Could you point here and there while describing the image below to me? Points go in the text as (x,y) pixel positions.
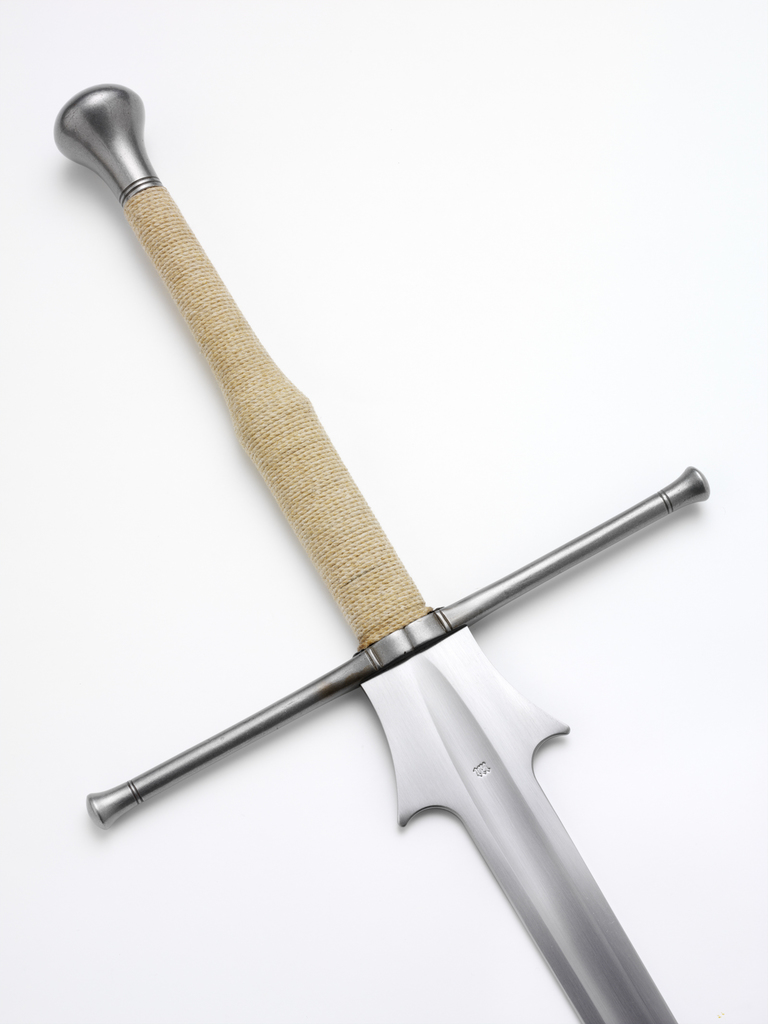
In this image we can see a sword (446,741) on the white color surface (241,811).
